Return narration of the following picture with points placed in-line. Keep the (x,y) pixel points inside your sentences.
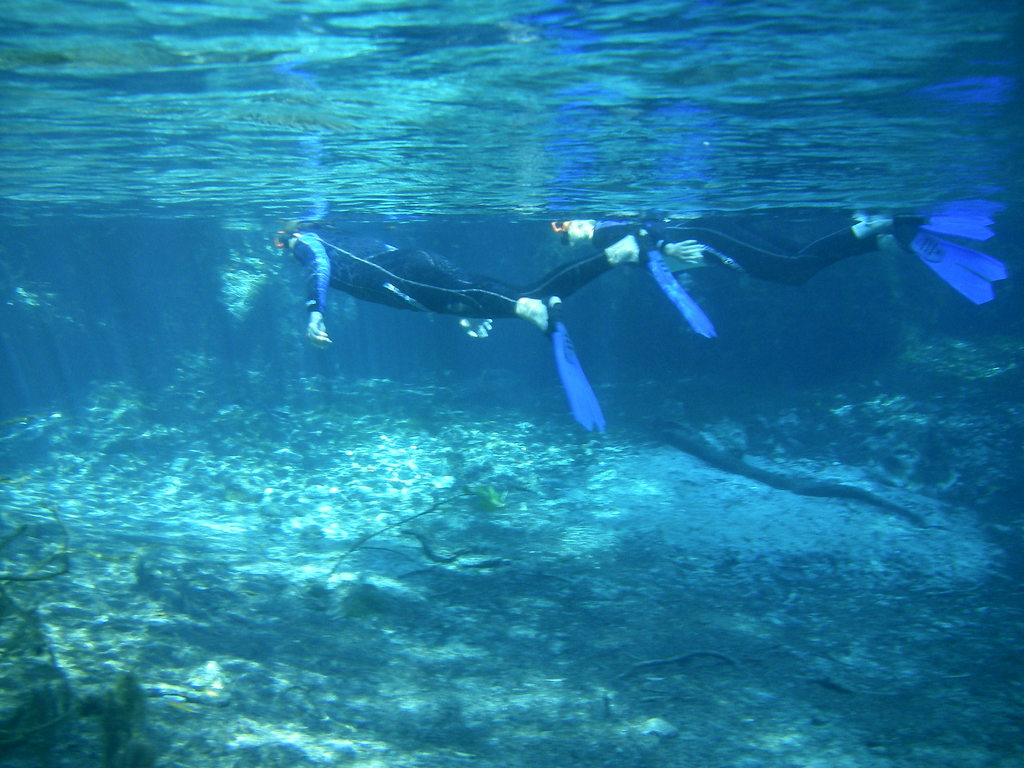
2 persons (622,242) are swimming inside the water (487,369), they wore black color dresses (820,242).
